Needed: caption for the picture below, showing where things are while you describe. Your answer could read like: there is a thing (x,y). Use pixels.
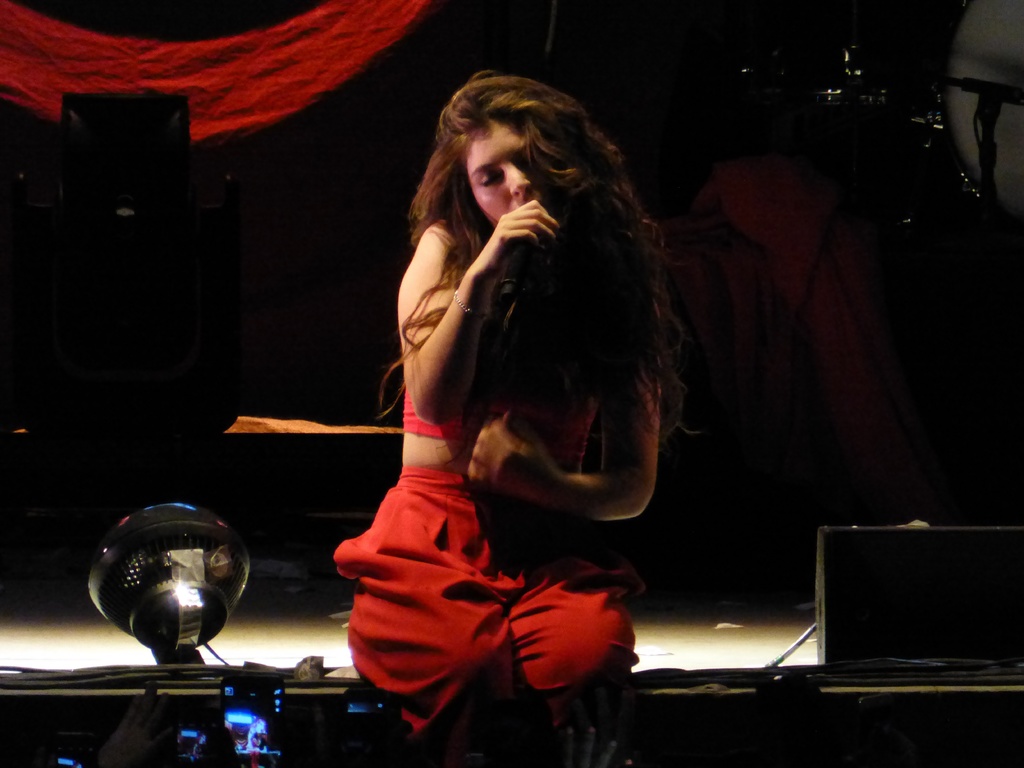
Background (90,87) portion of the picture is blur. In this picture we can see few objects (1009,15). We can see a woman (457,572), she is holding a microphone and sitting. Bottom portion of the picture (422,763) is dark. We can see the hands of the people (112,763) and few gadgets (278,758).
